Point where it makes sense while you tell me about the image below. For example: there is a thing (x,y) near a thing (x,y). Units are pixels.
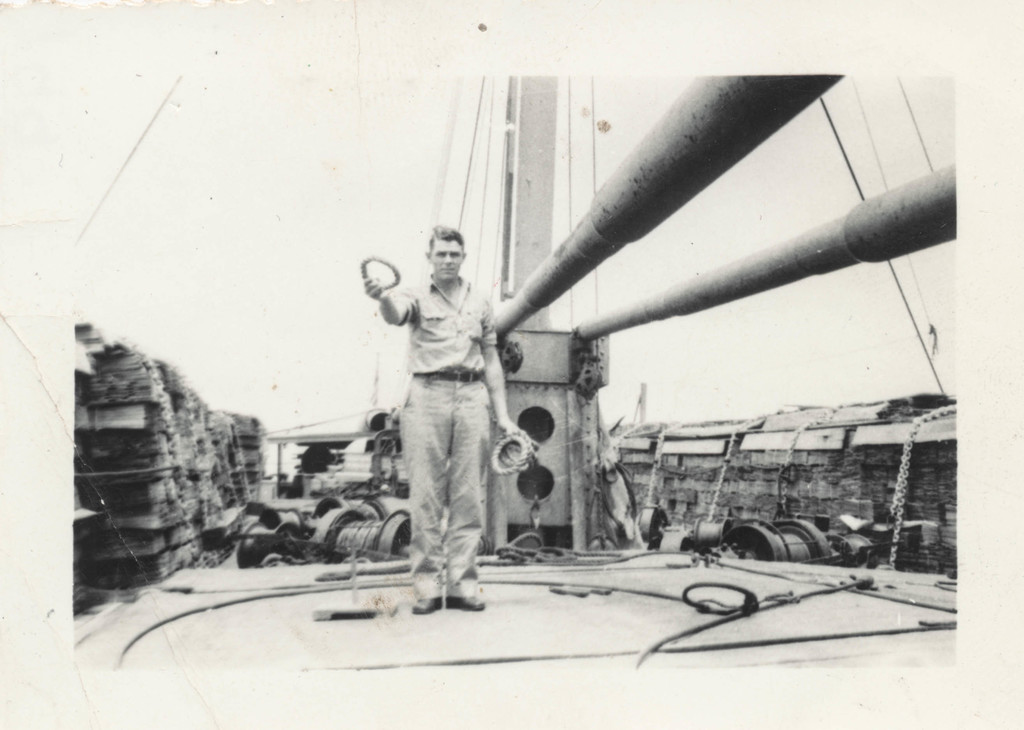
In this image I can see the person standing and holding the object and I can see few poles (567,238) and objects (582,654) and the image is in black and white.
